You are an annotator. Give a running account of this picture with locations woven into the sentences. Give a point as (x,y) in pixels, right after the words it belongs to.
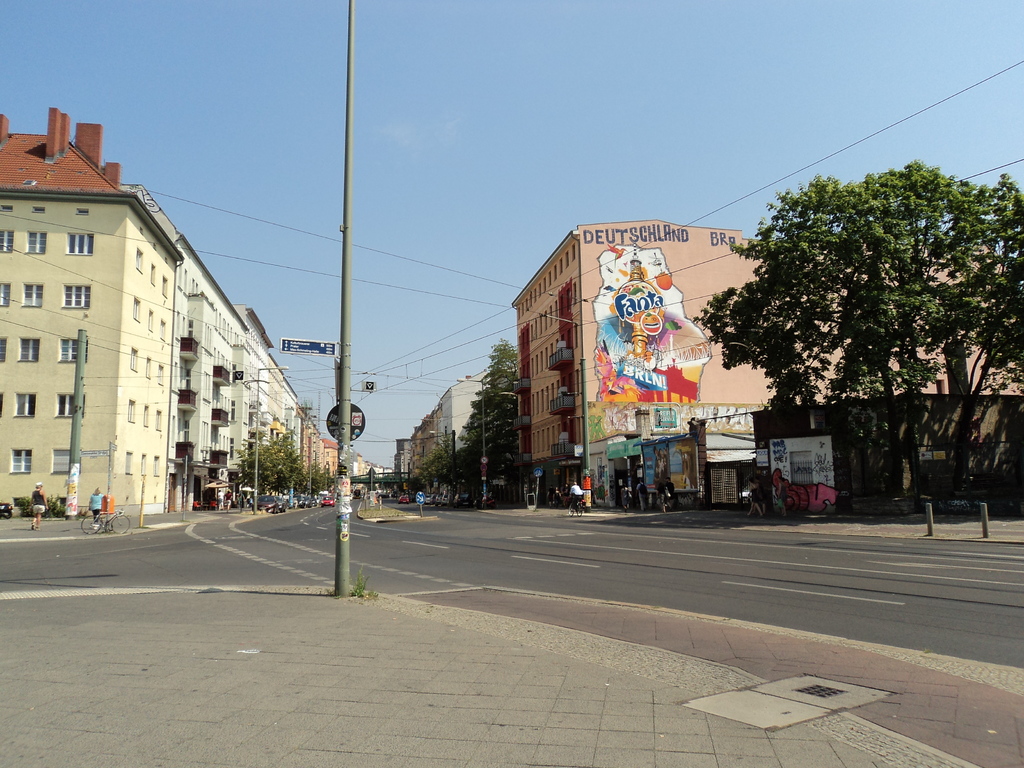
In this image we can see the buildings (259,364), trees (766,342) and also poles (78,462) with wires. At the top (585,148) there is sky (688,113) and at the bottom (275,521) there is road (311,529). We can also see a few persons (573,486) in this image.
